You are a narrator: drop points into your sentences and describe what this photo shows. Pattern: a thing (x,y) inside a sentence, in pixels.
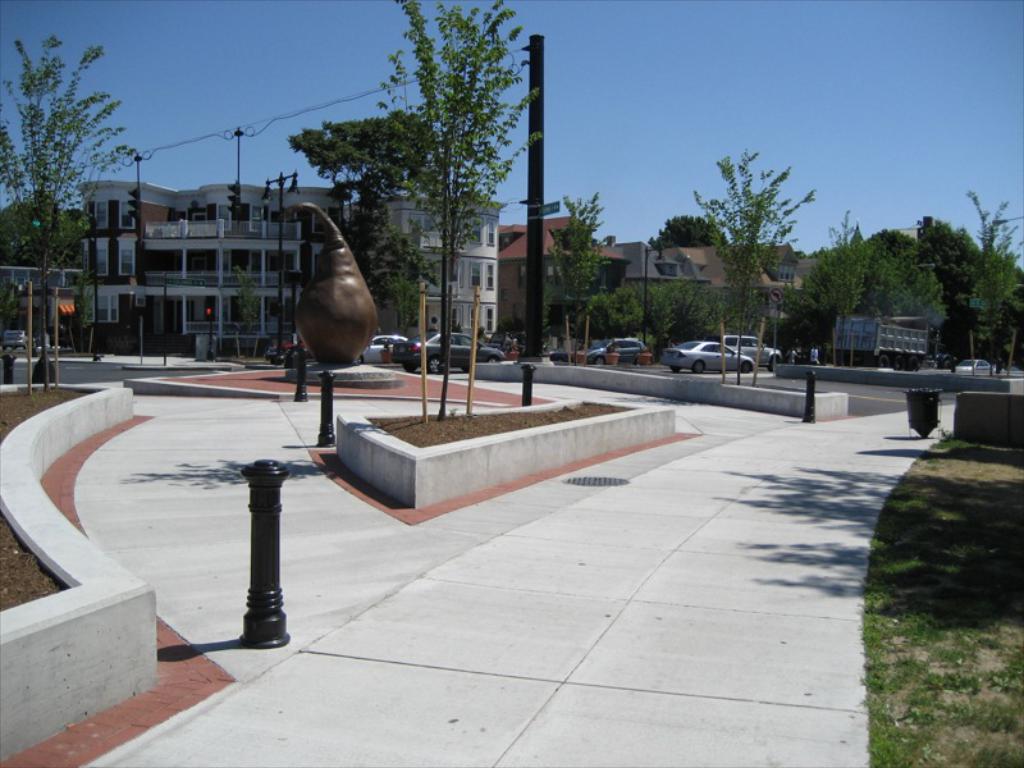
In this image there is the sky (670,93) towards the top of the image (757,107), there are buildings (231,229), there are poles (473,336), there is a wire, there are trees (446,243), there is the road (463,369), there are vehicles (419,336) on the road (787,384), there is the grass (969,663) towards the right of the image (972,648), there is a dustbin (936,423) on the ground (864,425).
